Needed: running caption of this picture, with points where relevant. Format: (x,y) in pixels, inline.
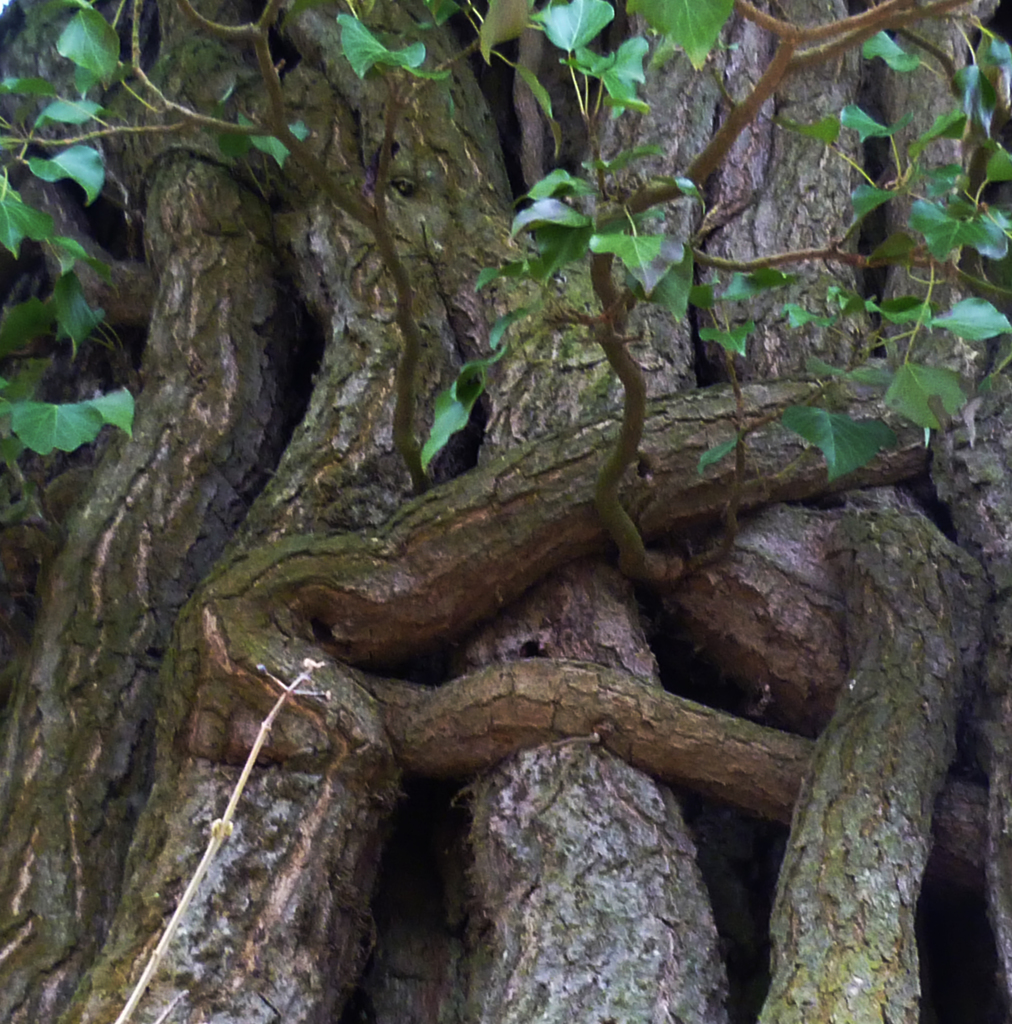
In this picture, we see the stems (544,635) and the branches (126,287) of the trees (791,180). These trees (638,454) have green leaves (551,28).
